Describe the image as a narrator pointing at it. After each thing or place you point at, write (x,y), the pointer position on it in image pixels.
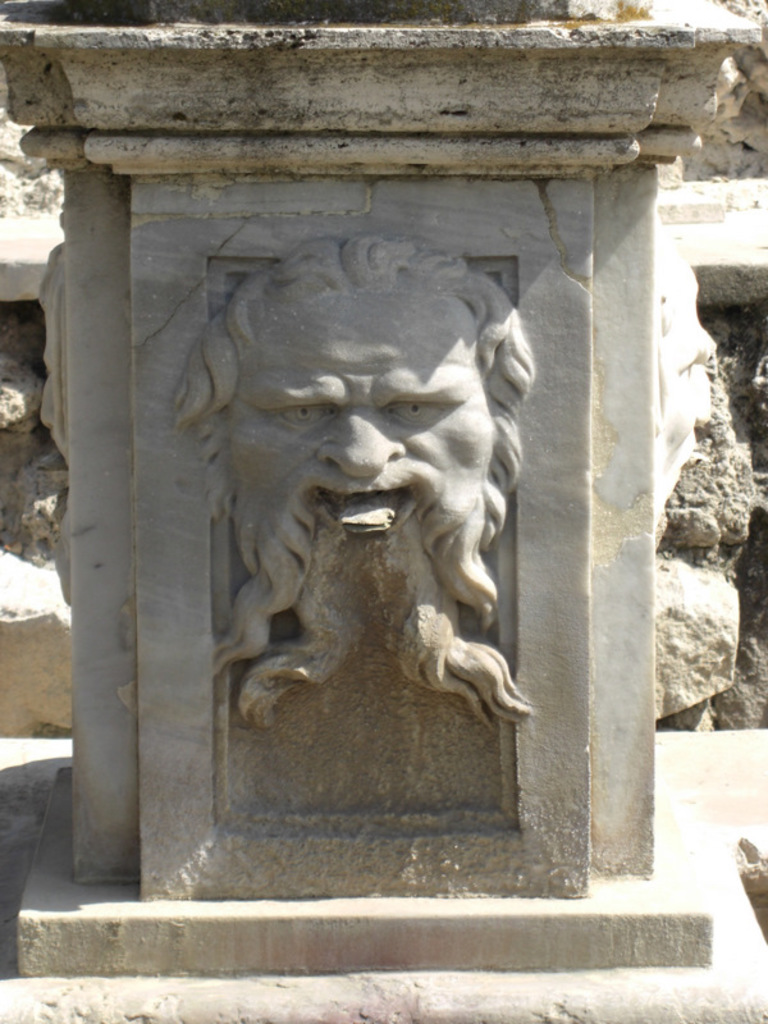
In this image there is a stone carving (336,545).
